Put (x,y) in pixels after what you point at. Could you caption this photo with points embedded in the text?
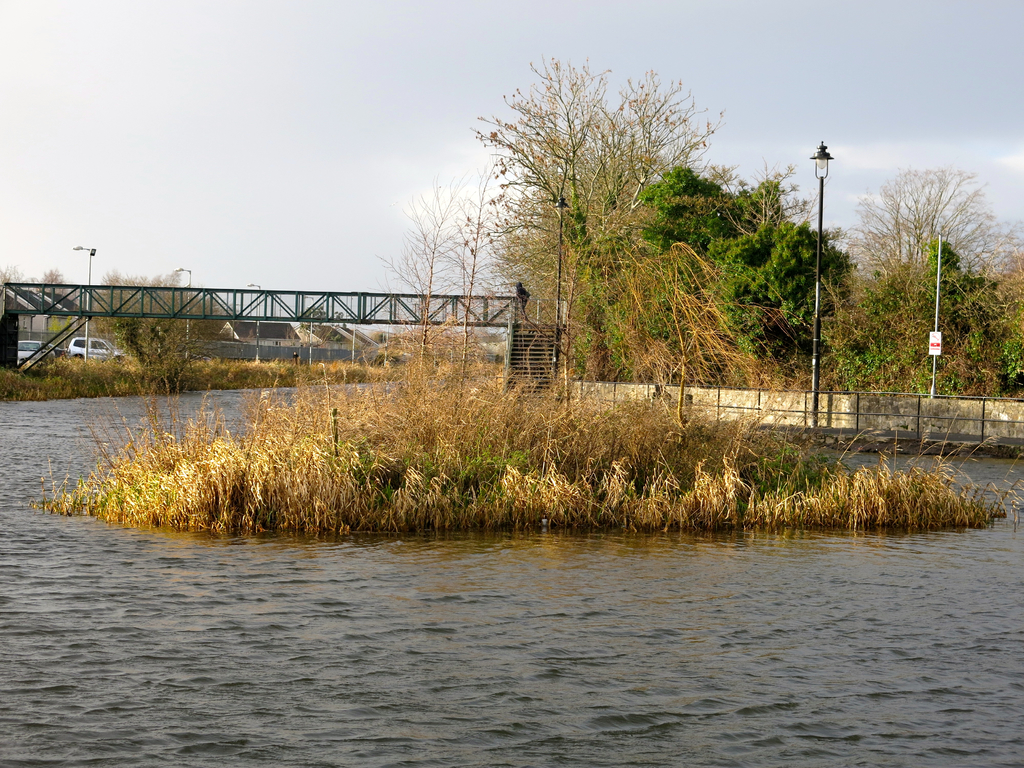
In this image there is a grassy land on top of water (599,539), behind to it there is a wall (1013,403). Before it there is a street light (814,386). Backside of the wall (1022,414) there are few trees (638,286). There is a bridge (40,287) at the middle of image (508,356) with staircase (510,339). Few vehicles (103,345) are at left side of image (104,357). Beside to it there are few houses (227,340). Top of image (151,243) there is a sky (221,169).
